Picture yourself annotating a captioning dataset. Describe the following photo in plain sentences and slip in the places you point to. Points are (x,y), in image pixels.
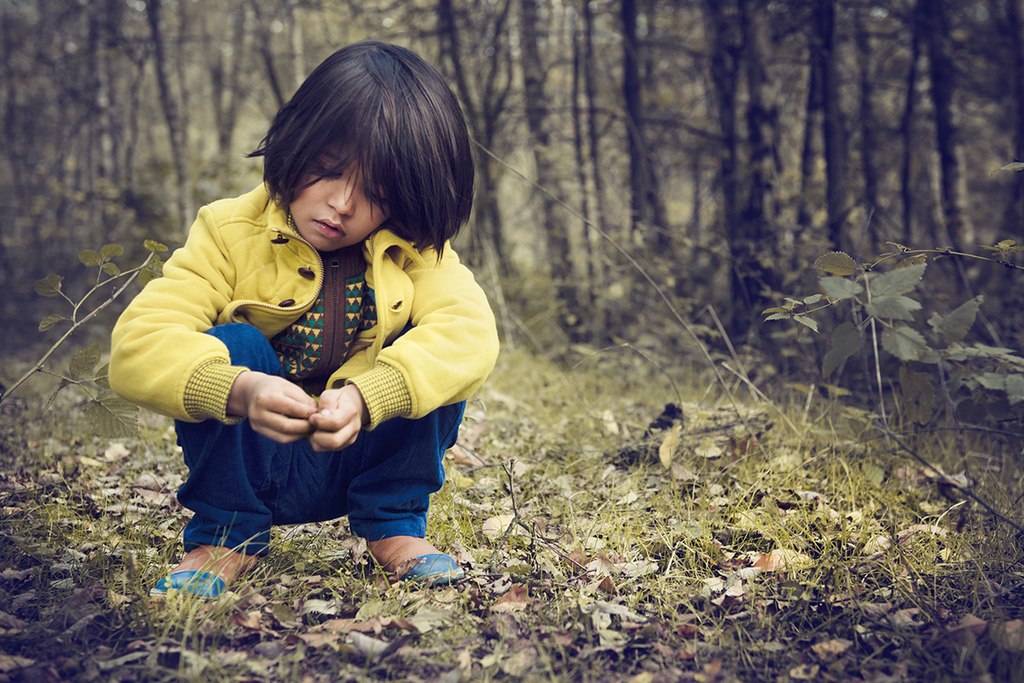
In this image I see a child (279,358) who is sitting and on the ground (589,440) I see the grass (604,462) and number of leaves (349,540) and I see the plants (964,311). In the background (69,344) I see number of trees (662,106).
